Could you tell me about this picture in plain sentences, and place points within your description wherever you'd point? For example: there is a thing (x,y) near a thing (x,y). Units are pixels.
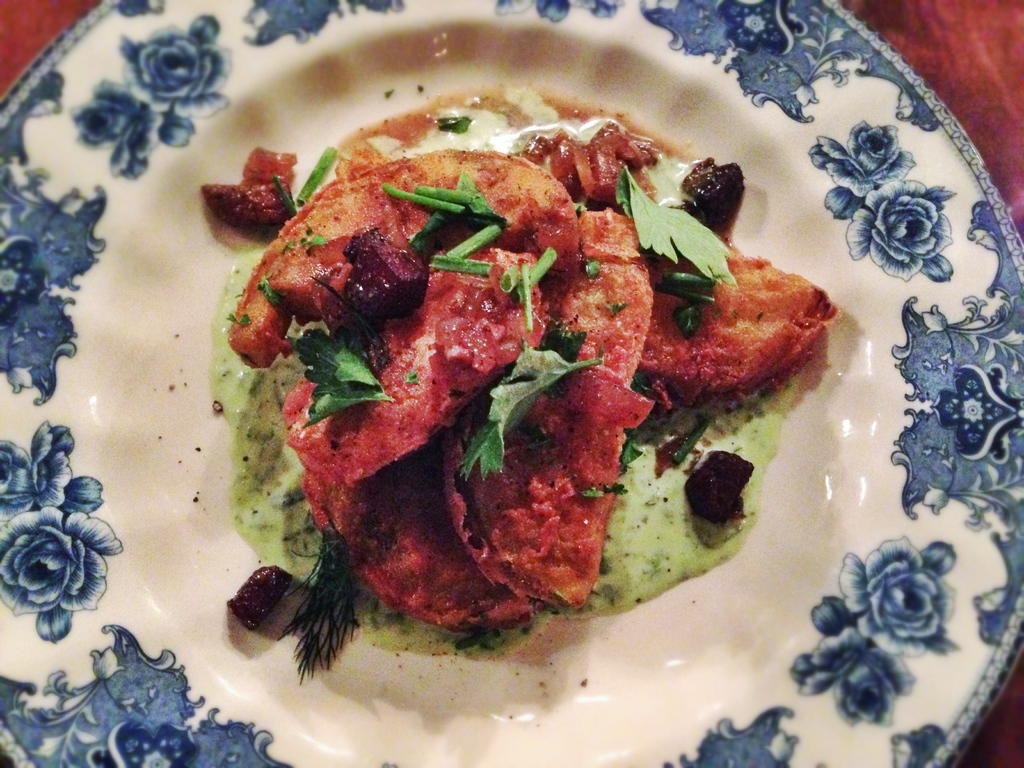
In this image there is a plate (126,751) having some food (477,256) in it. Plate (825,709) is painted with some design (133,698) having flowers (44,508) on it.
